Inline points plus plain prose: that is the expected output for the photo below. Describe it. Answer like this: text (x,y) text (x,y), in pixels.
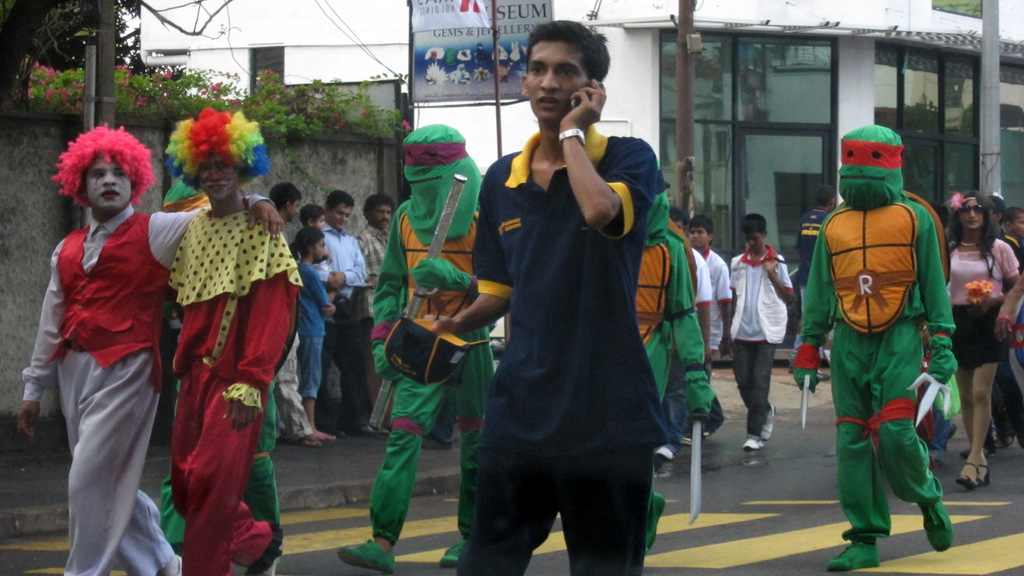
This picture describes about group of people (650,386), few (650,386) are standing, few (606,358) are walking and few people (479,386) wore costumes (266,343), in the background (177,37) we can find few buildings (672,117), trees (65,57), plants (127,98) and poles (112,22).
